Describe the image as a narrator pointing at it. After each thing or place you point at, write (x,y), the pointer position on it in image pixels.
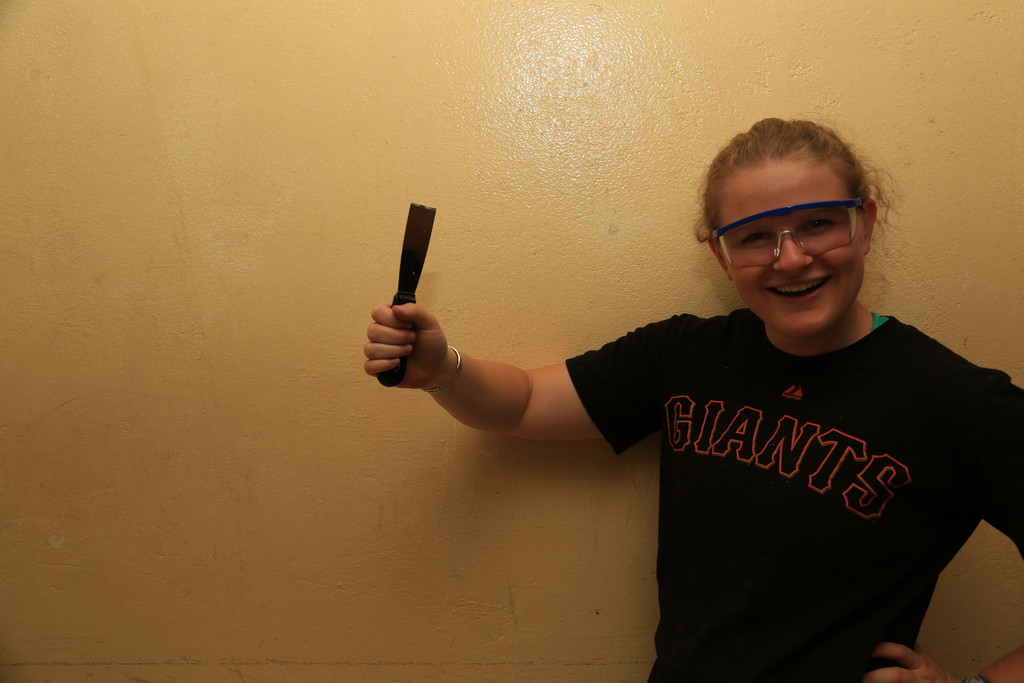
In this image we can see a woman (720,484) standing and holding an object (414,287) in the hand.
